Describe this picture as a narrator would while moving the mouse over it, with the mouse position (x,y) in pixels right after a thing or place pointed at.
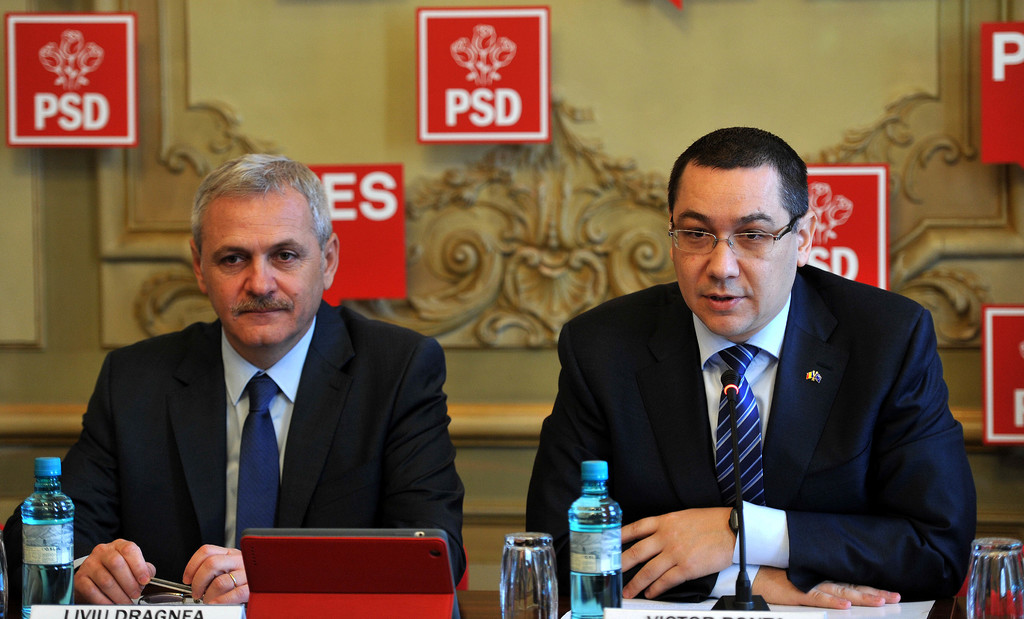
In the center of the image (353,331) there are two persons (122,510), sitting on chairs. They are wearing suits (171,519). In the background of the image (702,55) there is a wall (425,5). There is a bottle (63,596). There is a glass (541,598) in the image.
